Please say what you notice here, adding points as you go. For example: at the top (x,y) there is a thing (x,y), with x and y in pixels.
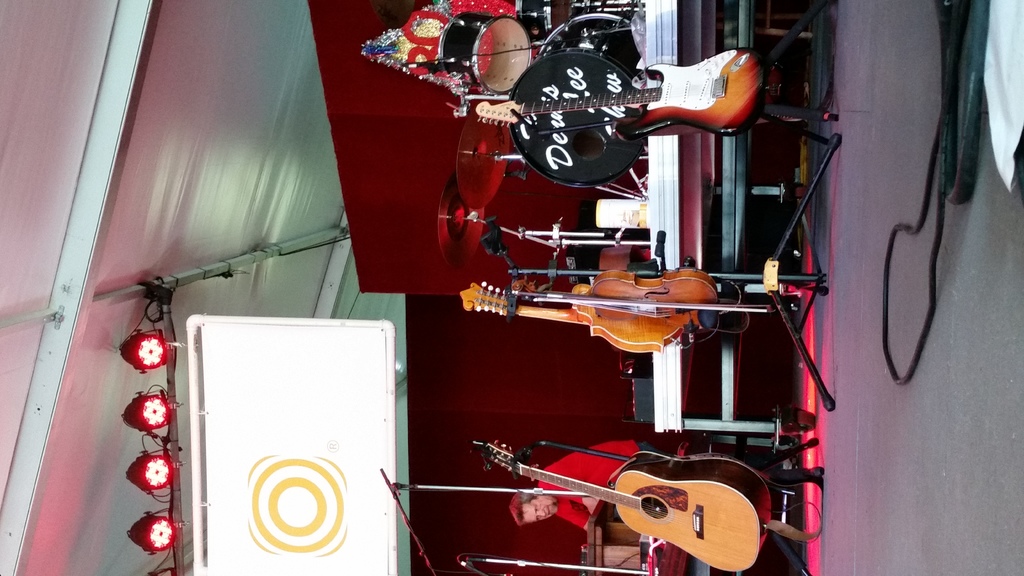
In this image i can see a man (613,464) who is standing on a stage (854,503) and a group of musical instruments (490,187) on the floor (869,485). I can also see there is a stage light (152,542) and a white board (249,417).
